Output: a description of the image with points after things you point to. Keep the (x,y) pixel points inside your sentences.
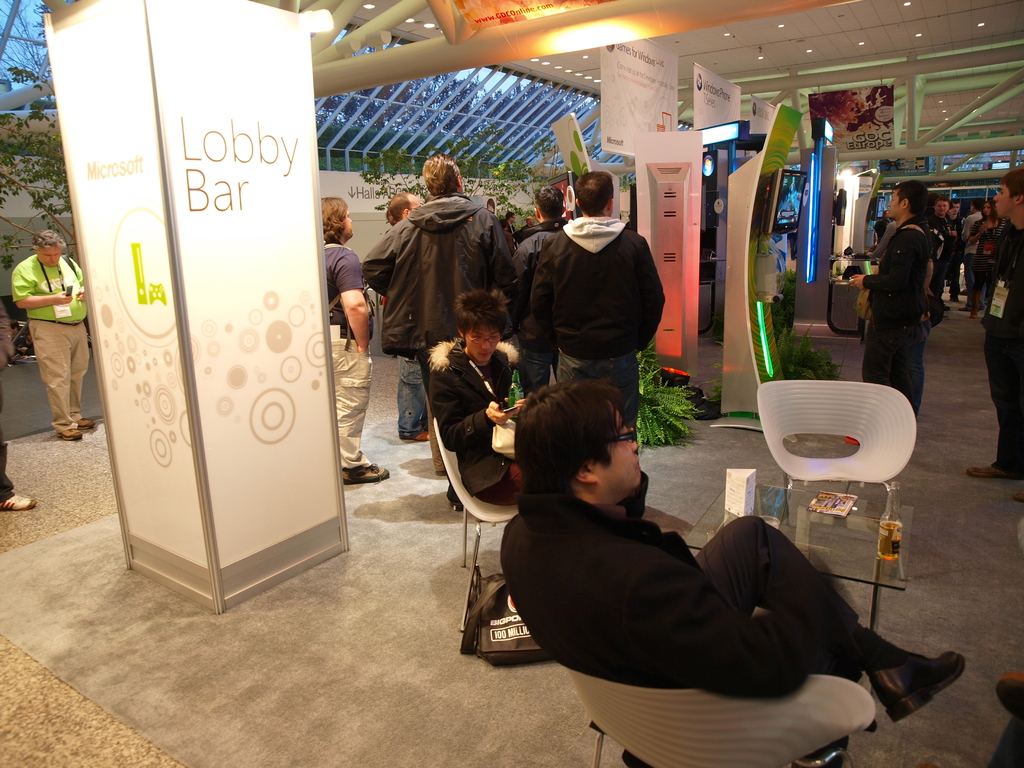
In the picture I can see some people (620,461) are inside the building (525,204) and few are sitting on the chairs (483,507), we can see few banners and trees (512,185).
